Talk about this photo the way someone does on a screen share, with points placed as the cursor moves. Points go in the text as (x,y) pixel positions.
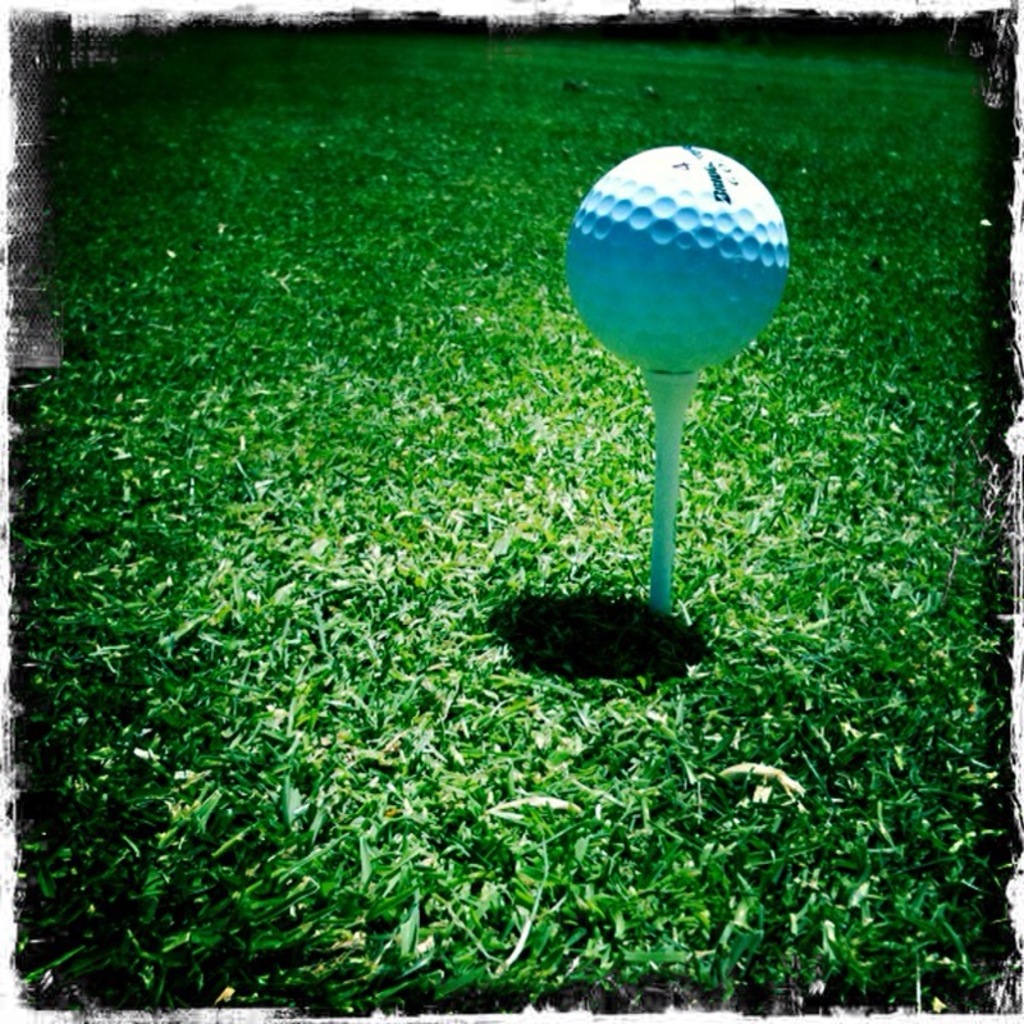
This picture contains a golf ball (609,336) in white color is placed in the garden (560,722). In the background (400,451), we see the grass (377,472) and it is green in color.
